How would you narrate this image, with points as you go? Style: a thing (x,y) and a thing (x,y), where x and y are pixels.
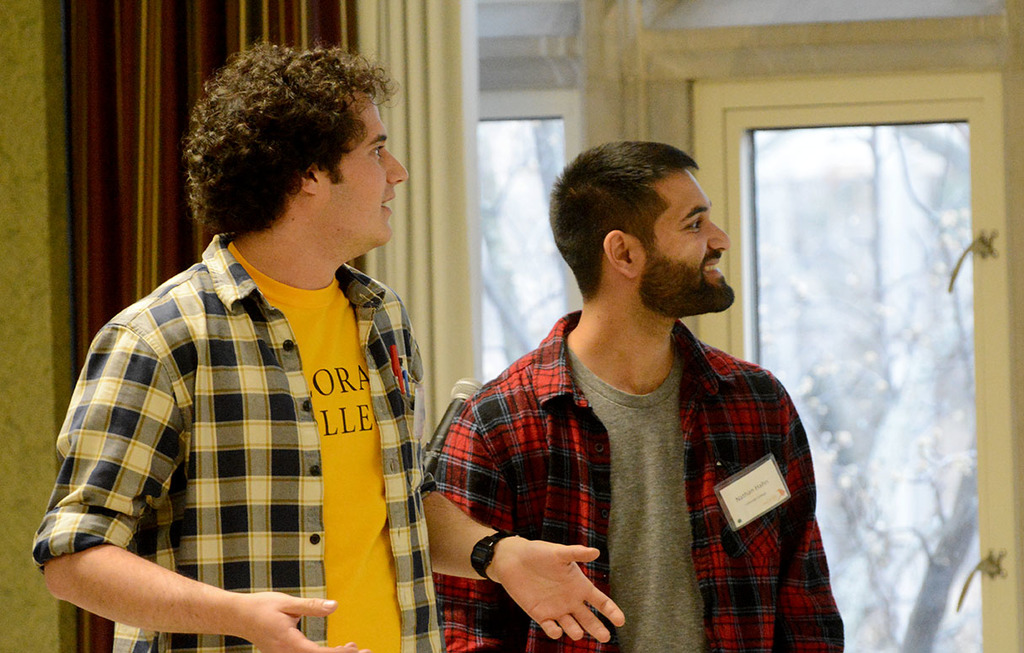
In the picture we can see two men (698,445) are standing and looking right hand side and they are in checks shirts (152,350) and T-shirts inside and behind them we can see a curtain (189,227) which is brown in color and some part is white in color and beside it we can see a window (831,150) with cream color frame (988,170) and a glass (806,227) to it and from the glass (844,165) we can see some trees (952,551) outside.
